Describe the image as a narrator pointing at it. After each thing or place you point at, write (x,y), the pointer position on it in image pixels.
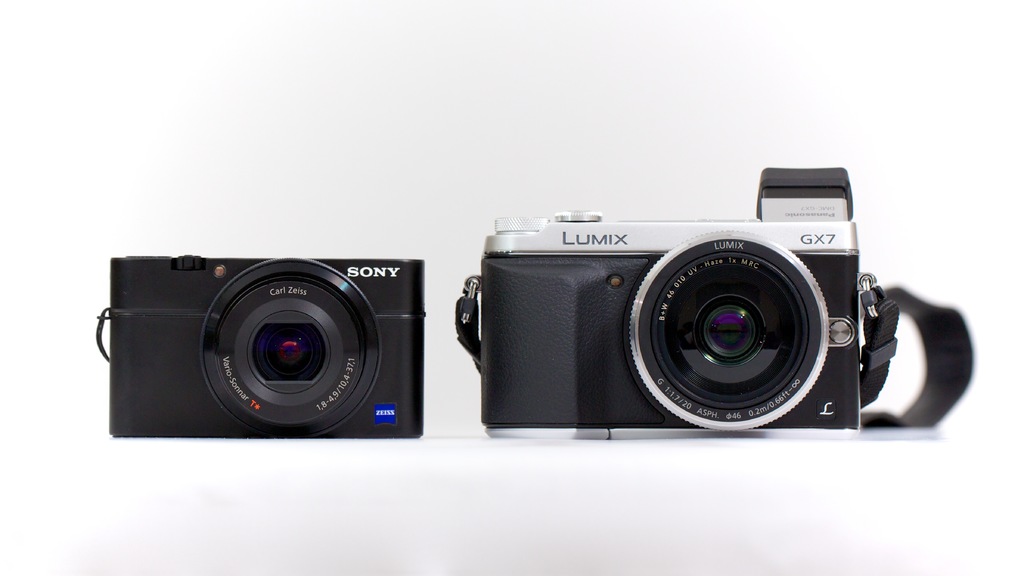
In the image there are two cameras (531,328). There are names (819,239) on the cameras (652,239).
